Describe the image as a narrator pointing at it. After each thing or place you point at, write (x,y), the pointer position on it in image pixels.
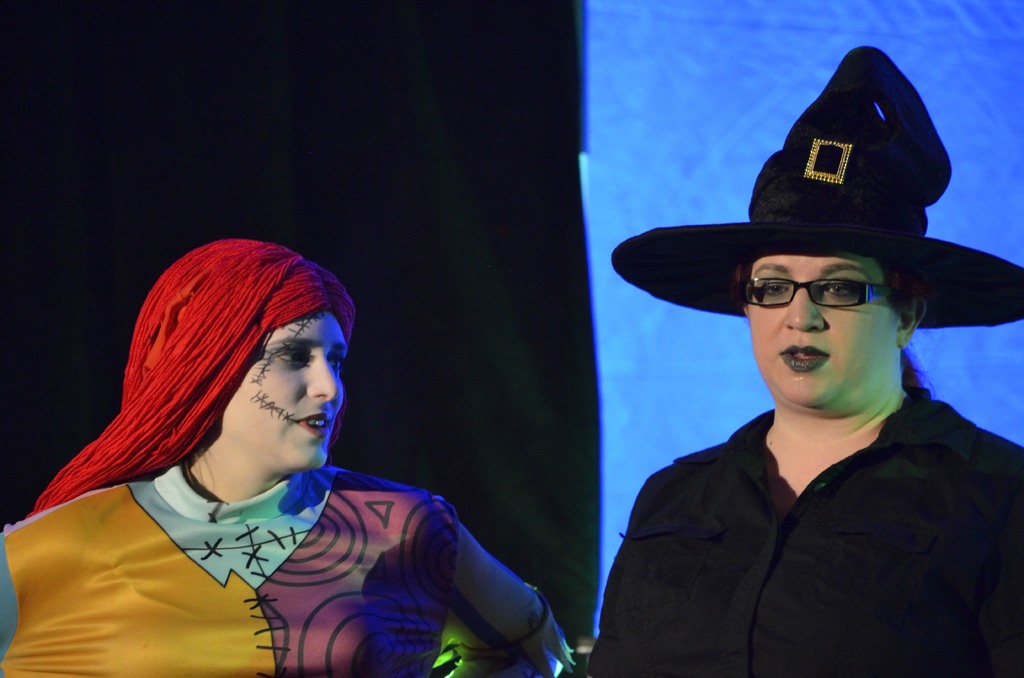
In this image we can see two persons (254,439) they were in different costume (16,609) one is in red color hair (262,326) and the other one is with black color hat (865,215) and spectacles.
